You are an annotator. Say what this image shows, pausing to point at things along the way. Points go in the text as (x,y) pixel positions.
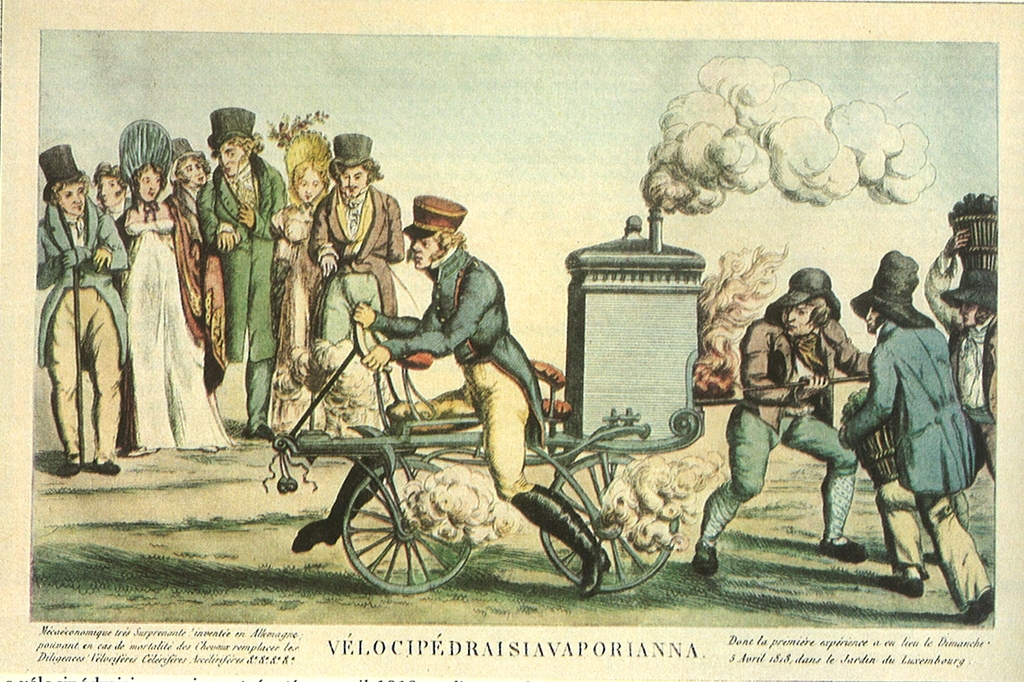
In this image we can see a picture of paper (258,531) on which there are group of people (263,424), vehicle (610,390) and smoke (654,181). At the bottom (106,641) we can see some text (111,656).
